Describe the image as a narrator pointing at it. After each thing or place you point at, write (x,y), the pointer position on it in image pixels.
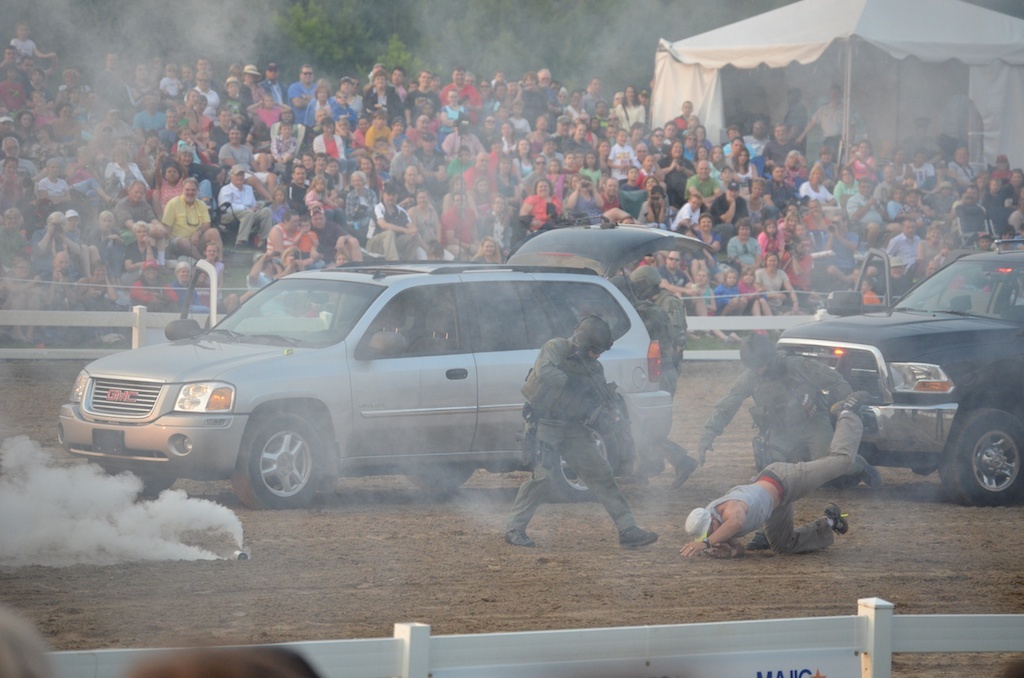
In this picture there are soldiers (770,359), cars (222,445), and a man (727,540) on the floor (675,561) in the center of the image (501,339) and there is a boundary (757,633) at the bottom side of the image (275,644), there are group of people (632,159) in the background area of the image (608,188) and there are trees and a tent (819,67) at the top side of the image (608,75).
